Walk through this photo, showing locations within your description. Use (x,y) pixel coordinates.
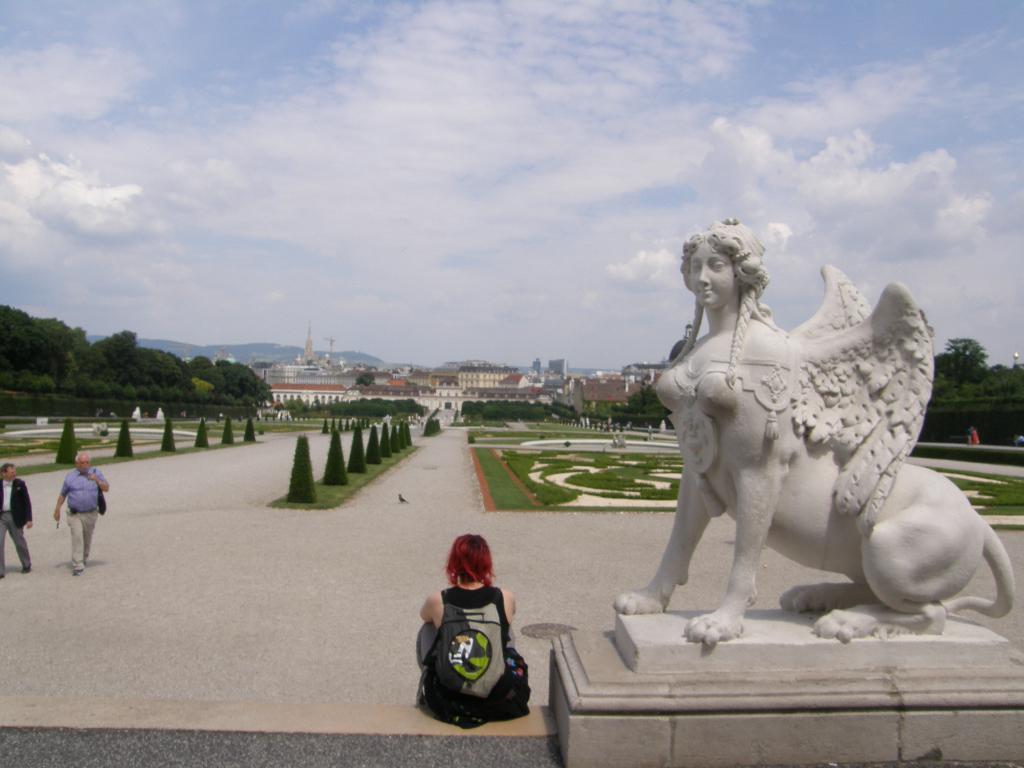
This picture is clicked outside the city. On the right (765,303) we can see the sculpture (773,426) of a creature (761,510). In the center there is a person (456,581) wearing a backpack (463,635) and sitting. On the left (81,516) we can see the two people (57,516) walking on the ground (249,612) and we can see the plants (118,443), green grass (129,456) and trees (142,373). In the background (103,110) there is a sky (665,147), towers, buildings (446,365) and many other objects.
